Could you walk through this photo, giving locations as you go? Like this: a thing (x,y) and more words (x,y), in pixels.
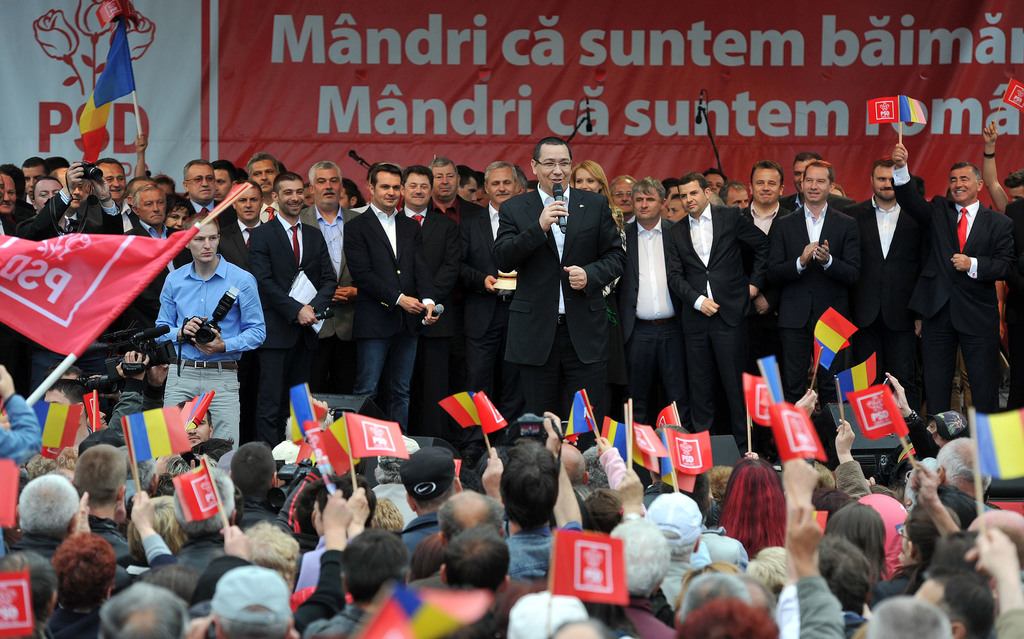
At the bottom of the image (264,565), we can see a group of people (321,492) holding flags (167,451) in their hands (839,440). In the middle of the image (603,219), we can see another group of people (355,271) who are wearing suits (418,266) and few (907,180) are holding flags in their hands (994,139). In the background (603,91), we can see a poster (214,88). There is a flag (67,286) on the left side of the image (69,289). Behind the flag (34,250), we can see a man (202,313) is standing. He is wearing a blue shirt (193,299), pant (226,390) and holding camera (214,327) in his hand (193,324).
